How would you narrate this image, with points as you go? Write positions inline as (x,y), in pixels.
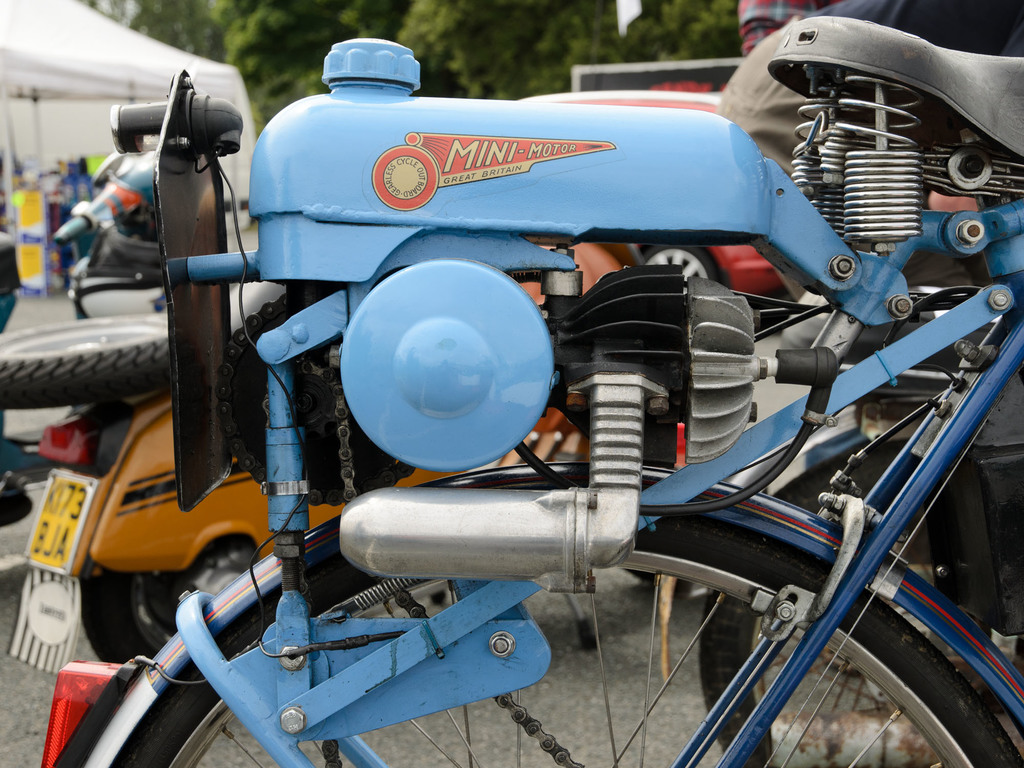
In this picture we can see a few vehicles (147,651) on the road (570,709). There is a tent (5,35) and a few objects (24,208) are visible in the tent (56,139). There are trees (283,59) visible in the background (300,63).
